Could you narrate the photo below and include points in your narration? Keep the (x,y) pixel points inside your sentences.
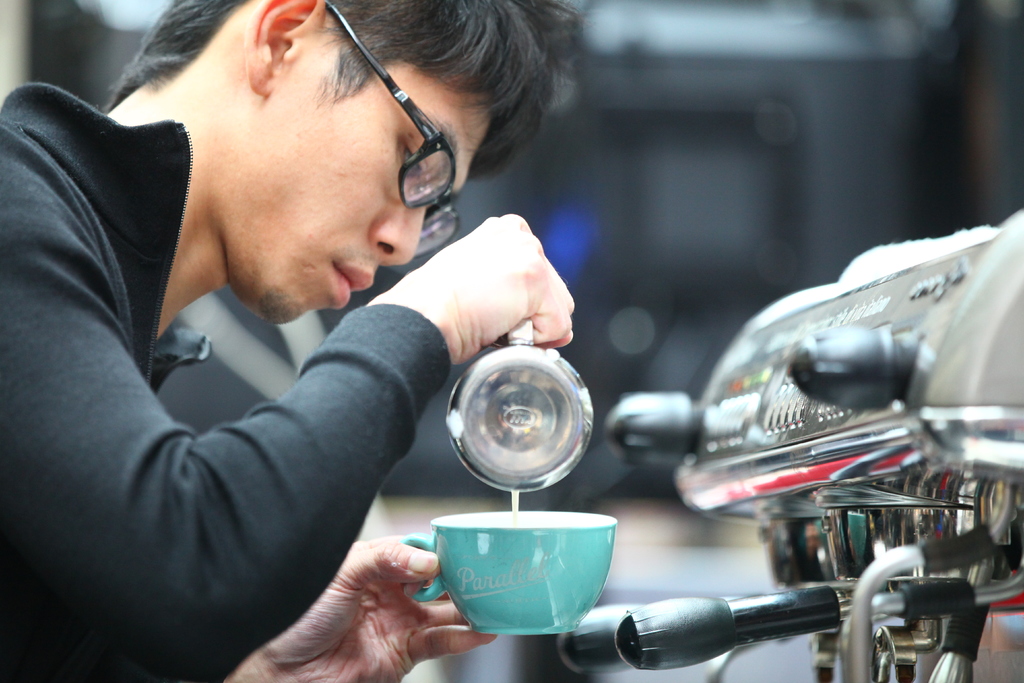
There is a man (21,608) holding a cup (446,521) and a pitcher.
